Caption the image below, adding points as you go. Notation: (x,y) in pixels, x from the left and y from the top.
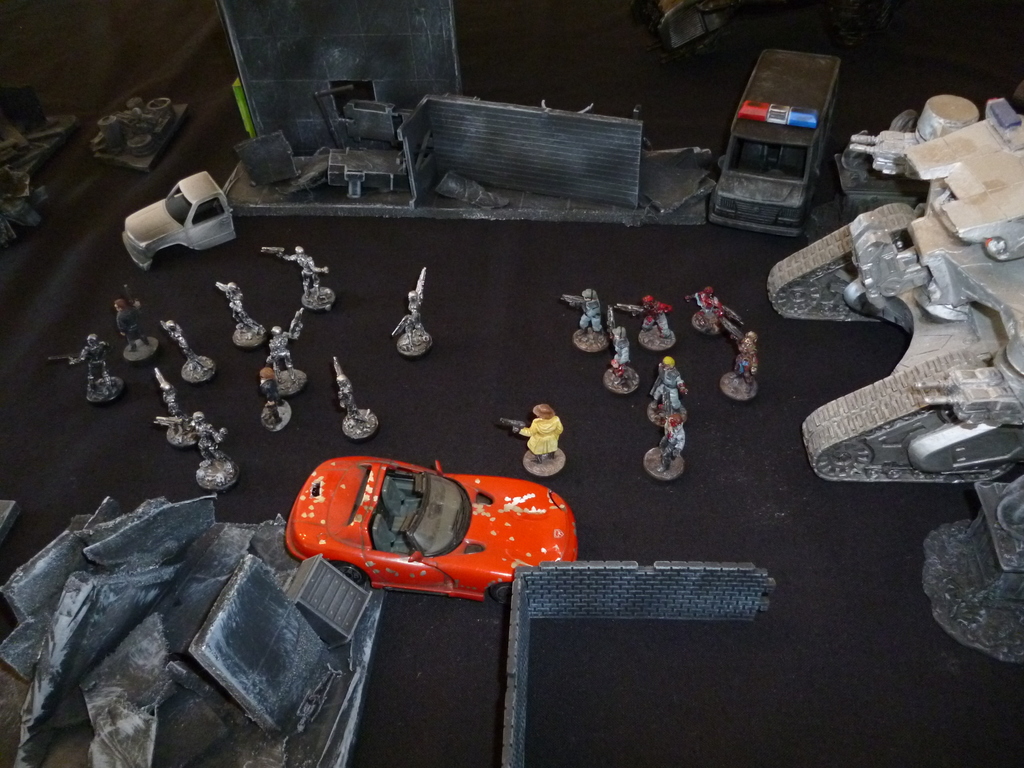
In this image we can see a red color toy car (429,498) and a few more toys (961,252) are placed on a black color surface (215,404).
